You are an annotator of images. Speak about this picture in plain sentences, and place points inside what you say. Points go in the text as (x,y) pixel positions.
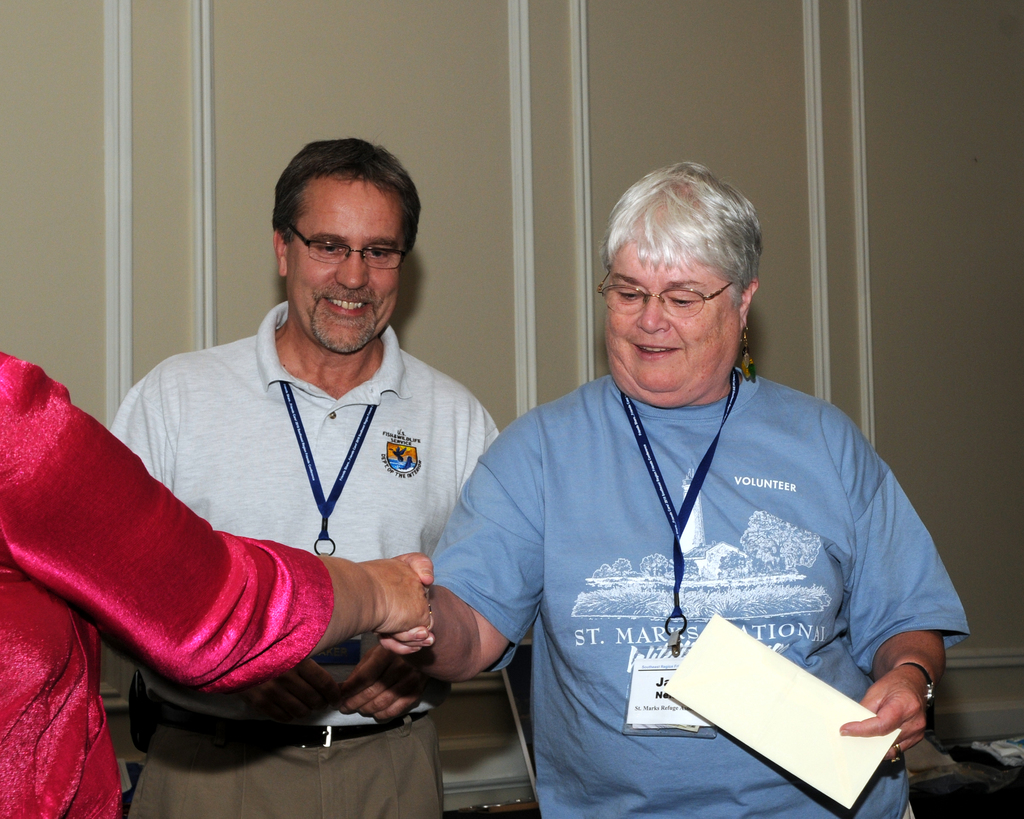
In the center of the image (345,398) we can see two persons (661,293) with glasses (683,296) and are smiling and standing and there is also another person (52,572) on the left (132,568). In the background (143,142) we can see the wall (327,58).
